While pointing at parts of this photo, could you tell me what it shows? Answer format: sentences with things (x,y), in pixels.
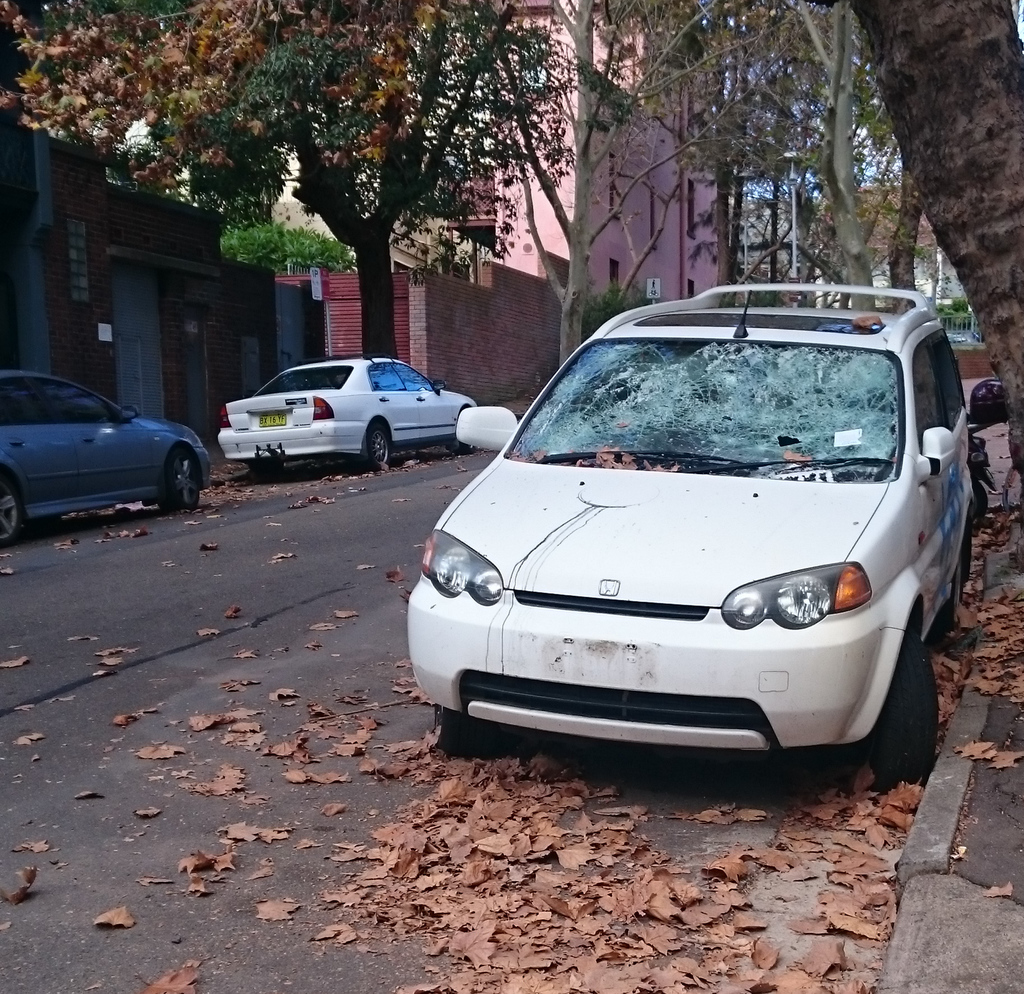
As we can see in the image there are different colors of cars (101,494), dry leaves (545,978), trees (387,264) and buildings (666,151).
